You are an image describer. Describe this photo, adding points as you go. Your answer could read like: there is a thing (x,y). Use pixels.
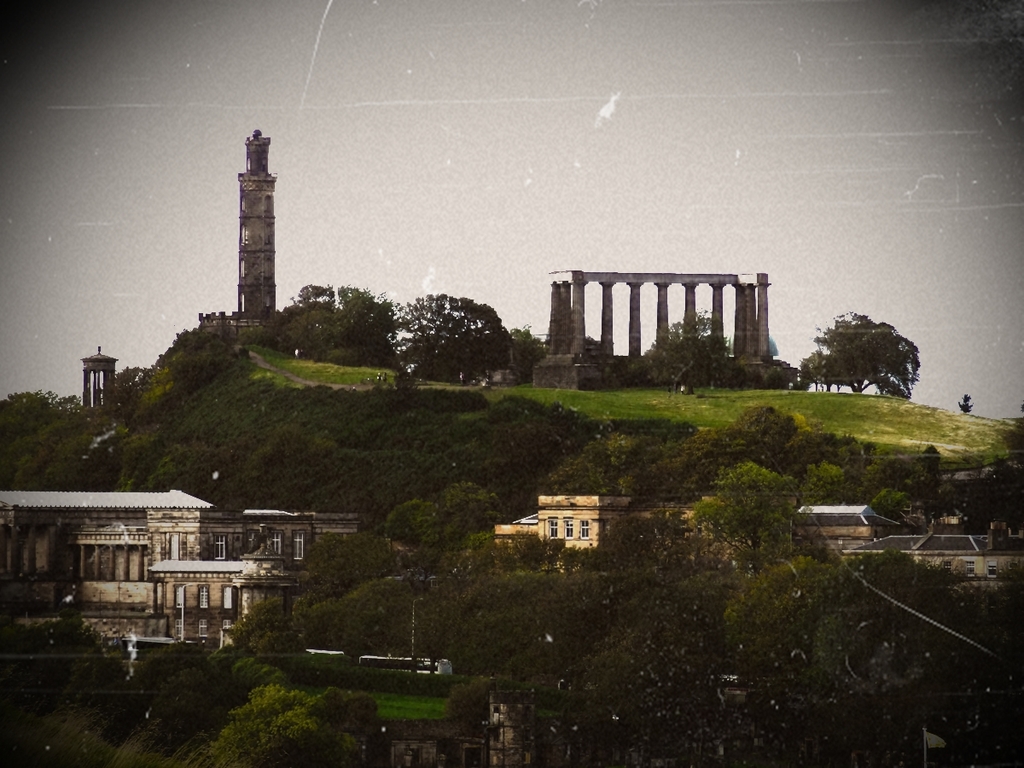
In this image we can see a group of buildings (919,547) with windows (168,546), roofs (123,498) and pillars (561,333). On the left side of the image (263,270) we can see some towers (271,257). In the foreground (498,624) we can see some vehicles (412,664) and a group of trees (499,640). In the background (752,178), we can see the sky (689,126).
